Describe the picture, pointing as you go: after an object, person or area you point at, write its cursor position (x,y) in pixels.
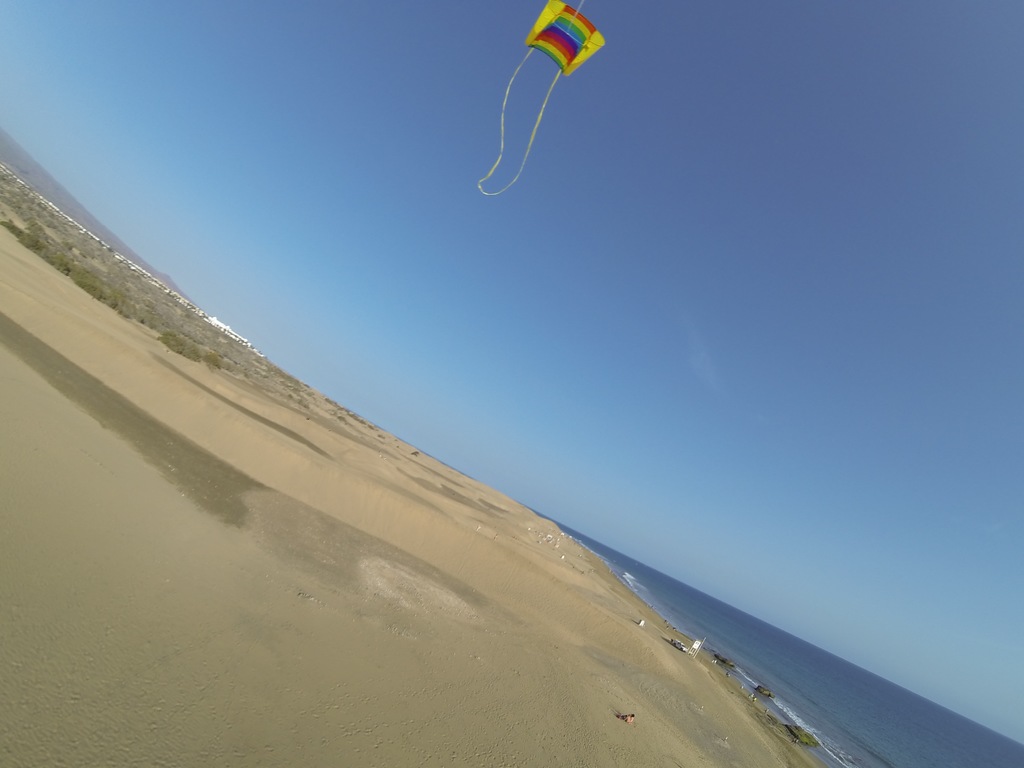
This image is taken in the beach (319,499) and here we can see a kite (547,104) in the sky (606,313). At the bottom (644,649), there is water (736,652) and sand (400,646).
